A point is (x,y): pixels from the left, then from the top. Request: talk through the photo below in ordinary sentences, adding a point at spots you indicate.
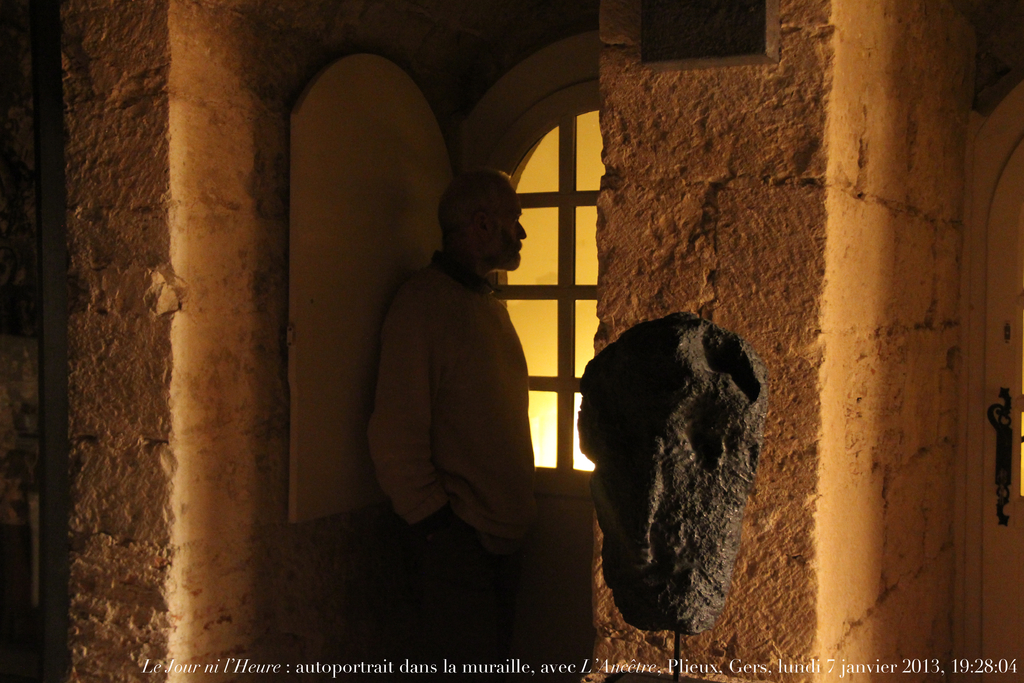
In this image I can see a person (476,362) standing, the window (510,279), the door (365,230), the walls (780,246) which are brown in color and a black colored object (696,426). To the right side of the image (1021,503) I can see a door (1014,514).
